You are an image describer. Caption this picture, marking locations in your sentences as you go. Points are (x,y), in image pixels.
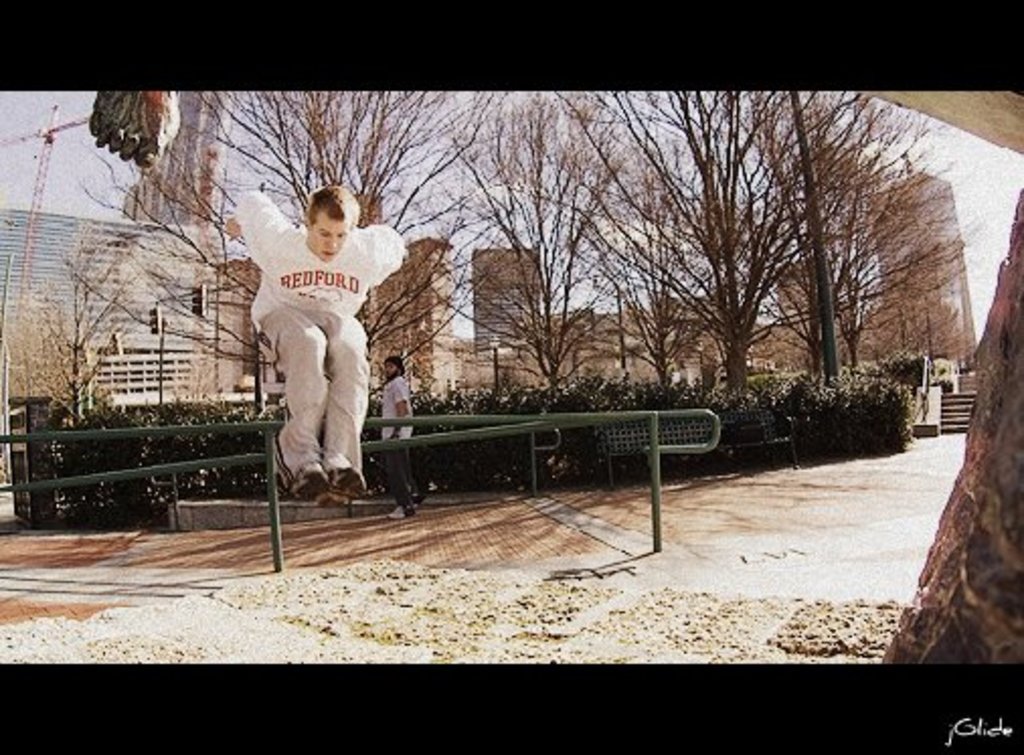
In this image I can see a man (335,312) is jumping from a pole (249,424). I can also see there are few trees (488,231) and buildings (258,277).
